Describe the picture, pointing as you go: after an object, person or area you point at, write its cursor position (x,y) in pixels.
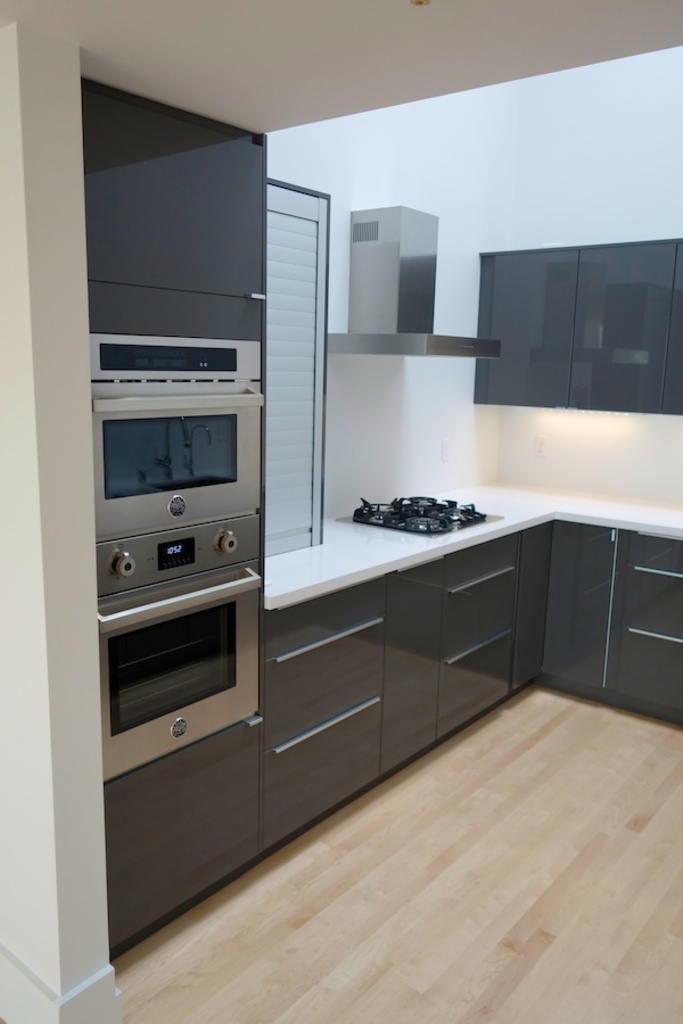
This is an inside picture of a room (405,631). We can see a kitchen platform (624,520), stove (397,499), chimney (364,268), cupboards (360,620), oven (212,654). At the bottom of the image (389,937) there is wooden flooring (366,944).
